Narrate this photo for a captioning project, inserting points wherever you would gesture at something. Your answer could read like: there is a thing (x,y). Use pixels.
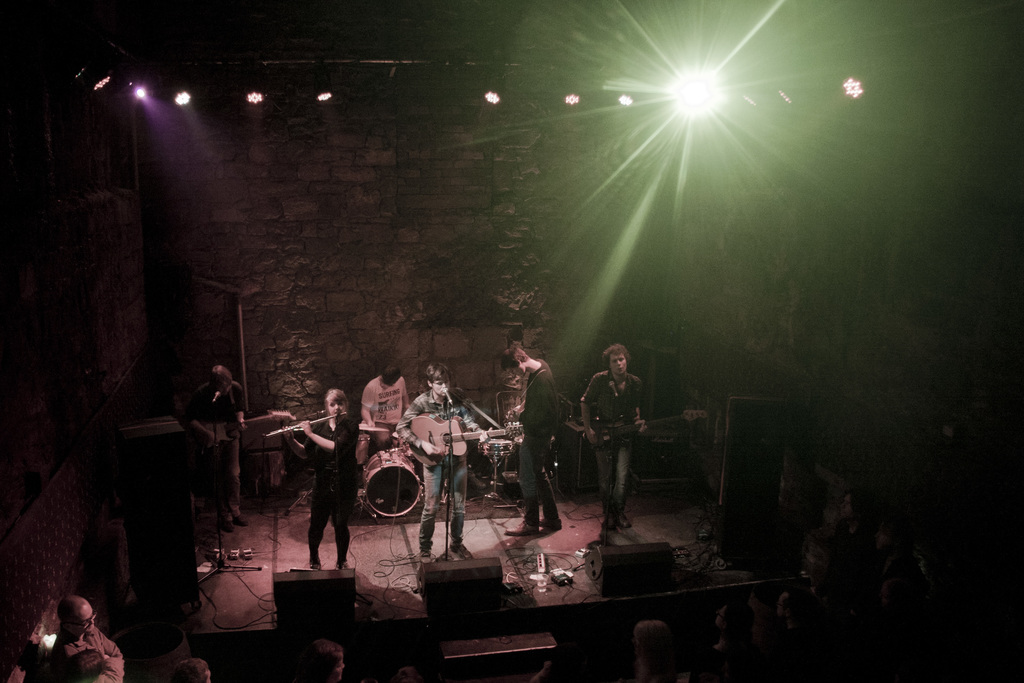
In the image we can see there are people (587,424) who are holding guitar (437,438), flute (329,419) and playing drums (405,461) on the stage (254,594) and the people (720,607) are watching them.
